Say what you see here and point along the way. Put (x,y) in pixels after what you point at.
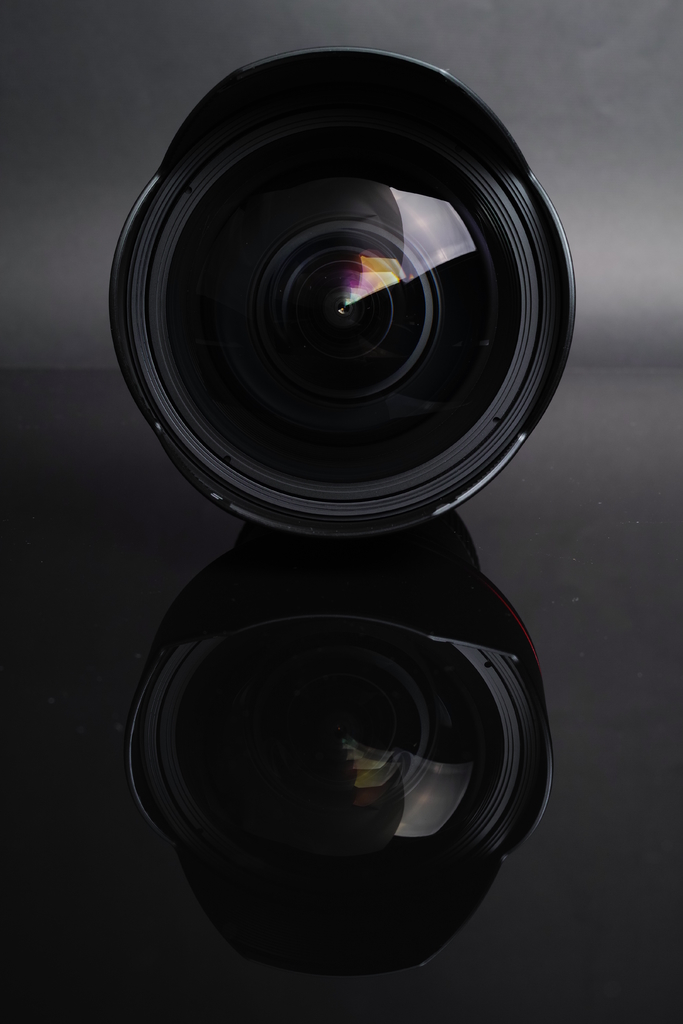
In this image we can see a camera (345,487) which is placed on the surface (282,678).
